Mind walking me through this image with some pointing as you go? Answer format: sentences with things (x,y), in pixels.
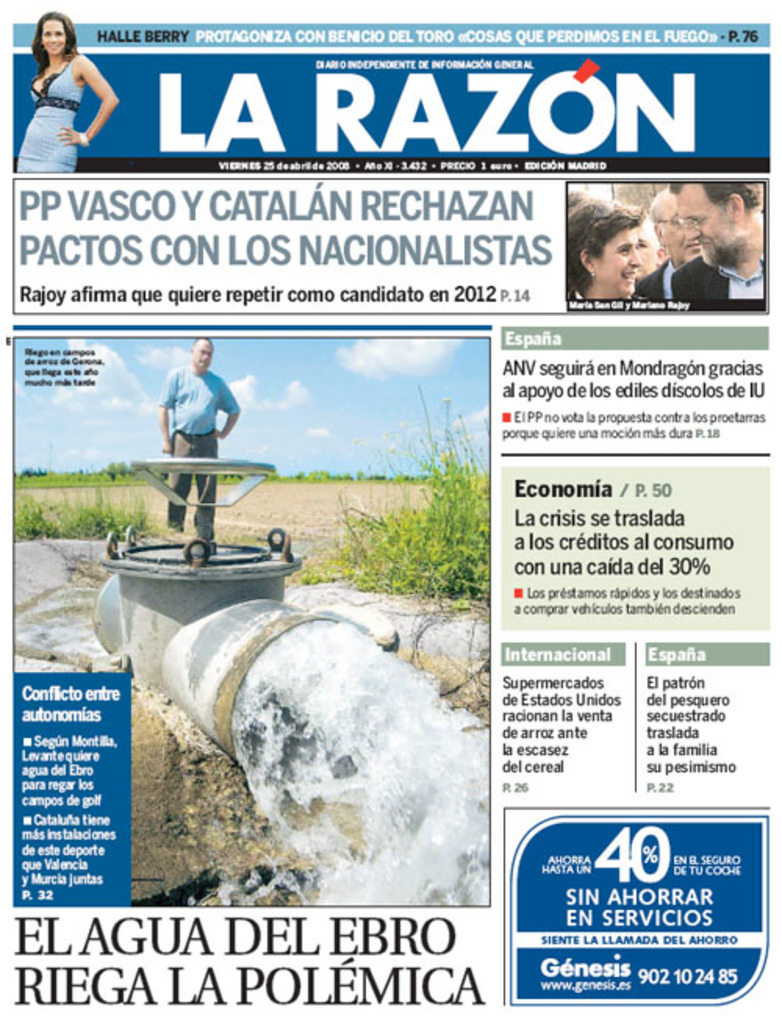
In this image I can see few people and one person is standing in front of the pipe (247,602) and I can see water (281,670) from the pipe (230,717). Back I can see few trees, the grass (433,552) and the sky (294,437) is in blue and white color. Something is written on it.
